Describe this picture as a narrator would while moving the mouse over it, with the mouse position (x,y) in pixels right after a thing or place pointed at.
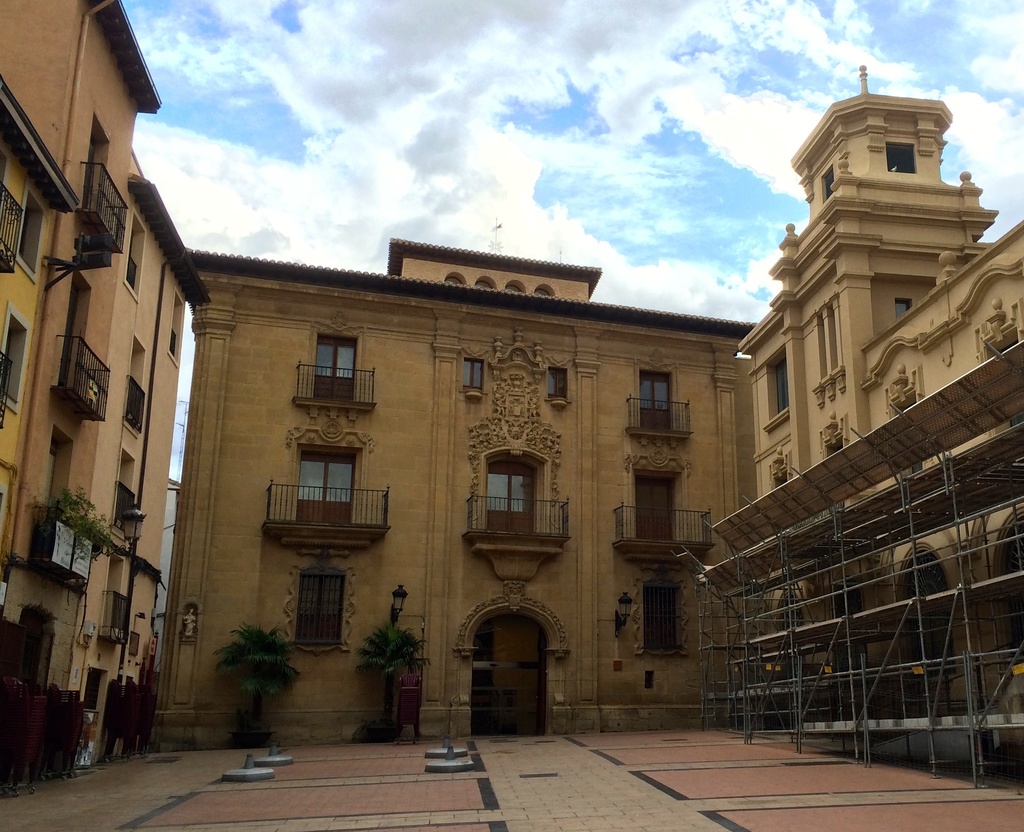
In this image there are buildings (289,436) with glass door windows (338,472) and metal fence balconies (384,497), on the buildings (386,450) there are lamps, in front of the building (464,611) there are trees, on the right side of the image (822,627) there are metal rods (813,573), in the background of the image (598,202) there are clouds (438,159) in the sky (222,117).
